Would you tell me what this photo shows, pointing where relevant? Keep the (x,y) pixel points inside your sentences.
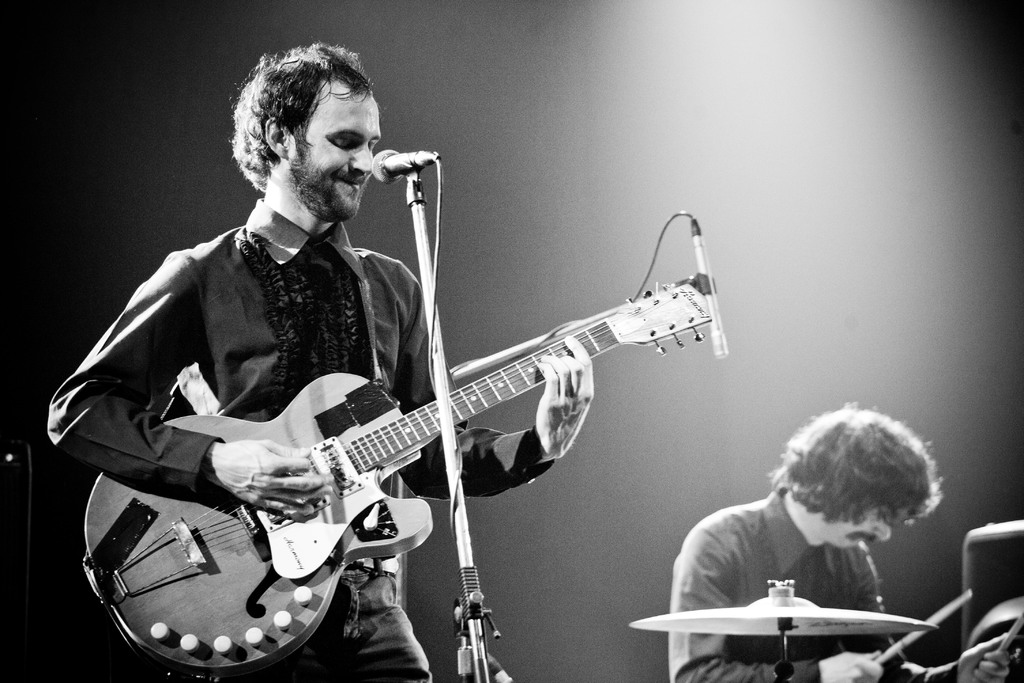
In this image, There is a person (182,291) standing in the left side (255,510) holding a music instrument (663,318) and there is a microphone (428,320) which is in white color, In the right side (835,587) there is a man (860,586) sitting and he is using some music instruments (790,602), In the background (827,288) there's a black color wall (558,104).
